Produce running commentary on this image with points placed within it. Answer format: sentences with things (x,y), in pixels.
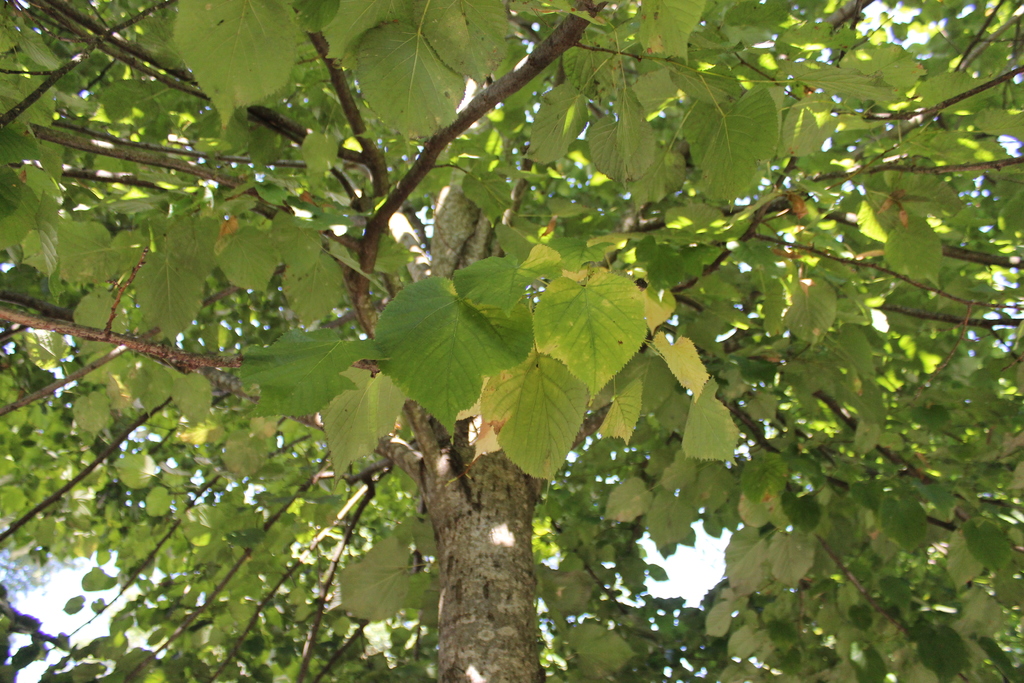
In this image, we can see a tree (793,194) with green leaves (45,190). In the background (115,595), we can see a sky (128,598).
